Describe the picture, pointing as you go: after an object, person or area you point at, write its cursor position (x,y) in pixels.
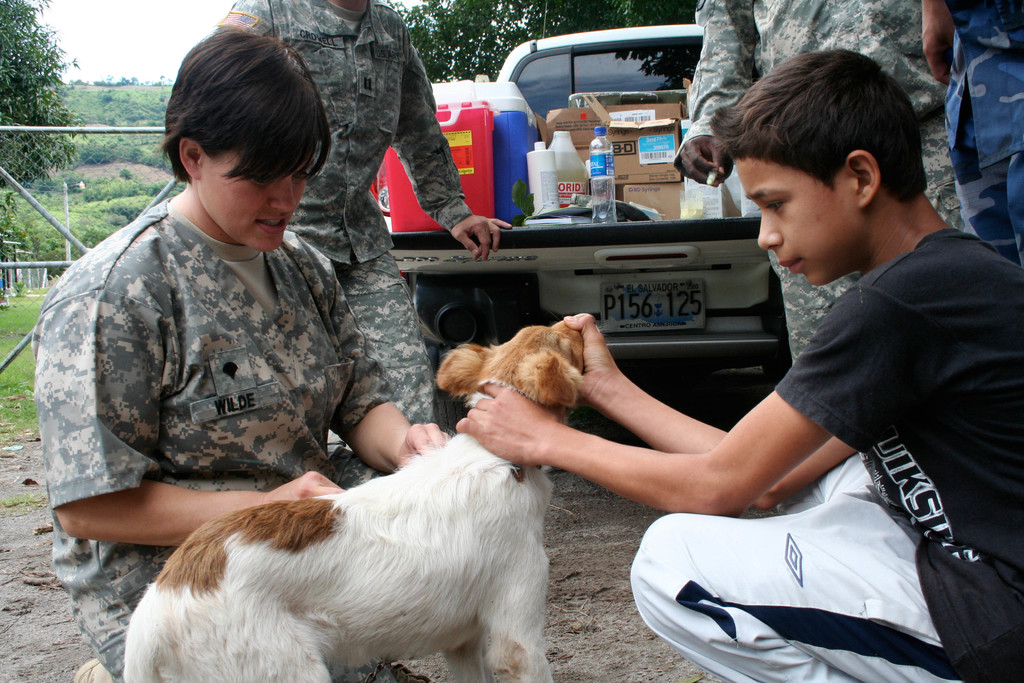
In this picture I can observe a dog (363,548) in the middle of the picture (565,356) which is in cream and brown color. I can observe some people (913,265) on the land (601,426). Behind the people (763,462) I can observe a car (629,230). In the background (96,147) there are trees (55,111) and sky (105,45).
